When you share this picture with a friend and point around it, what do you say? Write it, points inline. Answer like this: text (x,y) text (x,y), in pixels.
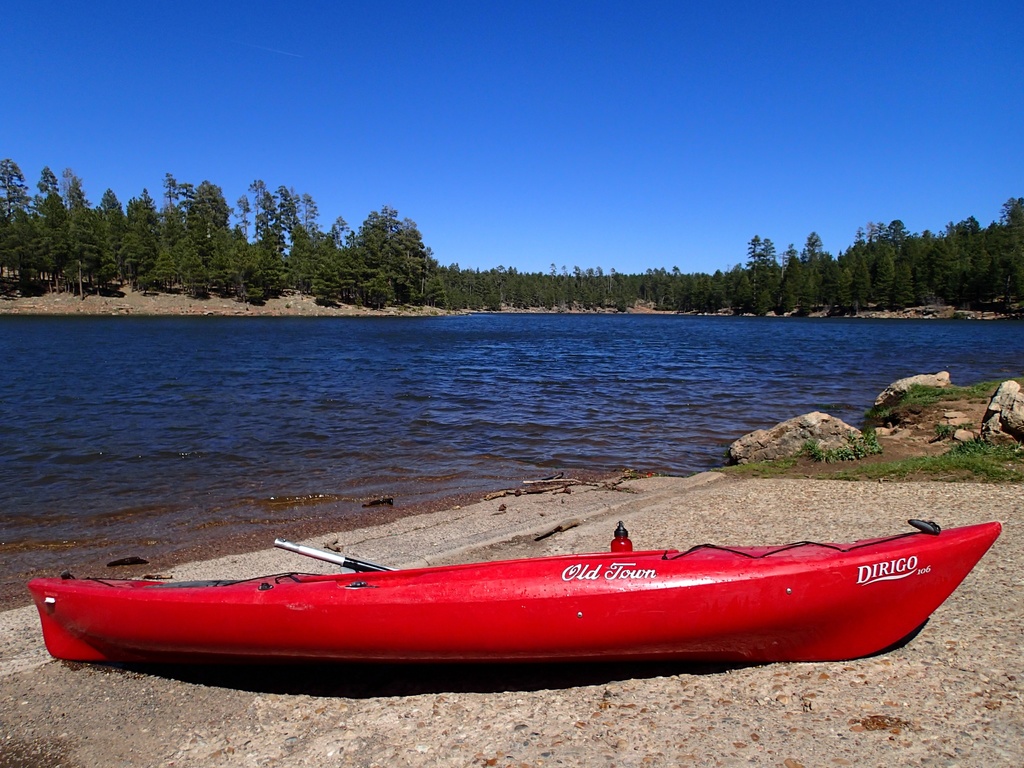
In this picture I can see there is a red color boat (717,557) and there are rocks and grass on the floor (864,492). In the backdrop (355,370) there is a lake (344,373) and trees (975,276).
